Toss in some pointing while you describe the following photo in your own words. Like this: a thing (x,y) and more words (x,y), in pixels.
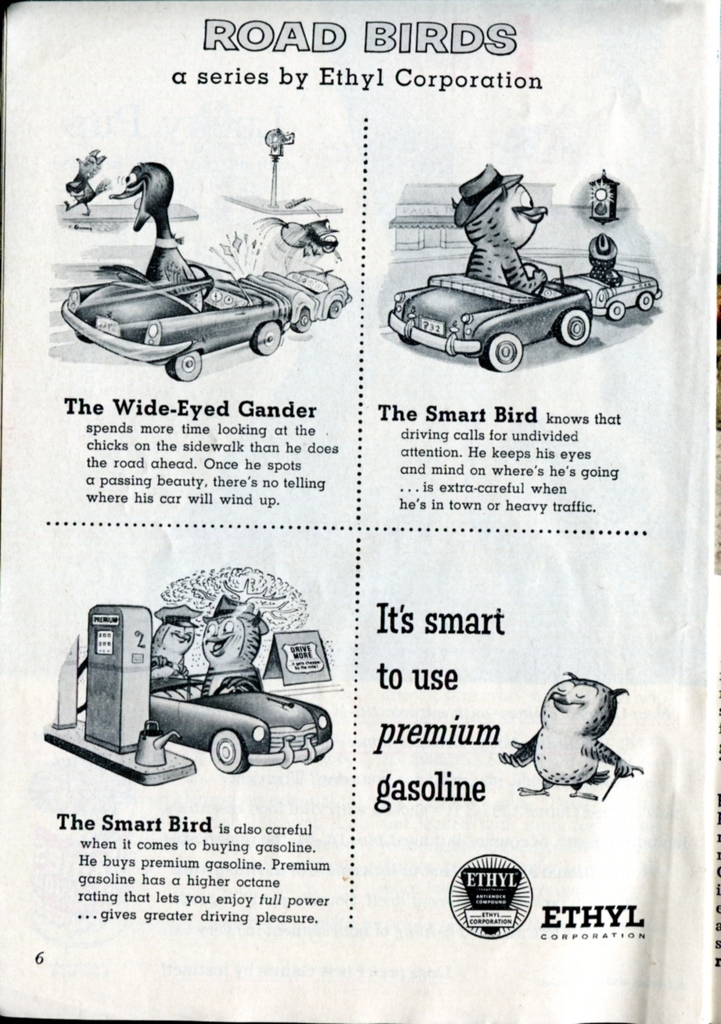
In this image we can see the page (368,412) of the book (349,642) in which a cartoons (192,681) are there. In this image story of the cartoon (452,240) is described about it.
